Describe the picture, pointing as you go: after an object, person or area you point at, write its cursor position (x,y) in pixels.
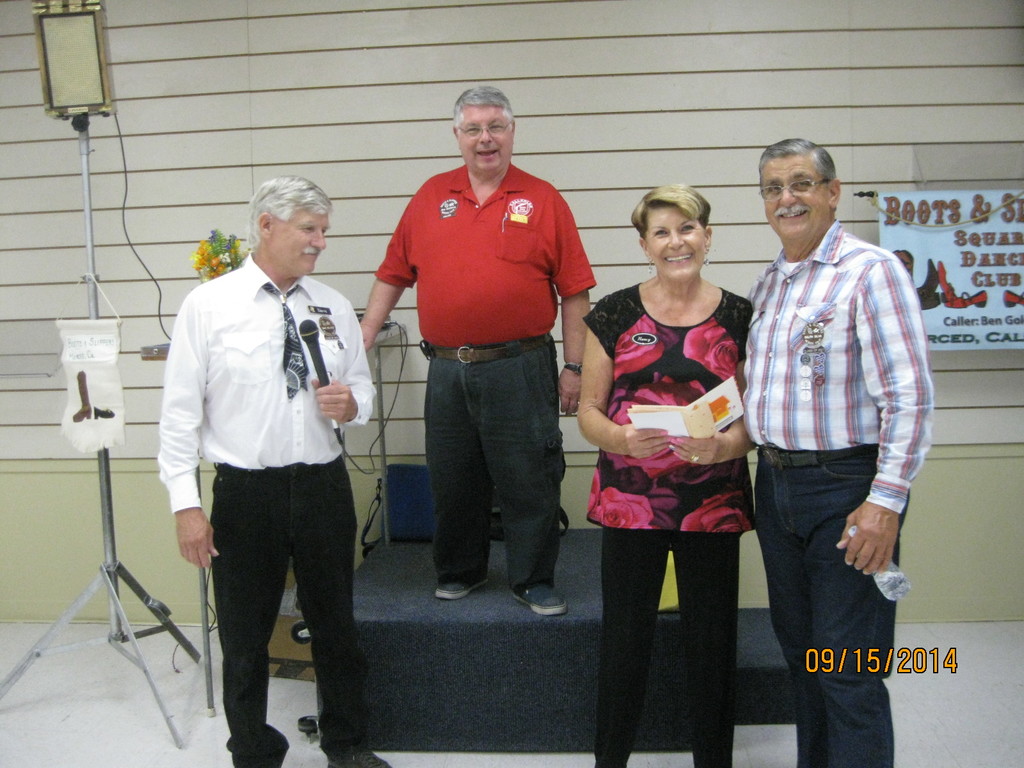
There are total four people (485,405) in the image and one of the person (499,504) is standing on the dais (387,546) and the first person (172,448) is holding mic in his hand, behind that person (200,383) there is a stand (91,248) and in the background (329,181) there is a wall (763,235) and some poster (918,203) is attached to the wall (1011,185).
